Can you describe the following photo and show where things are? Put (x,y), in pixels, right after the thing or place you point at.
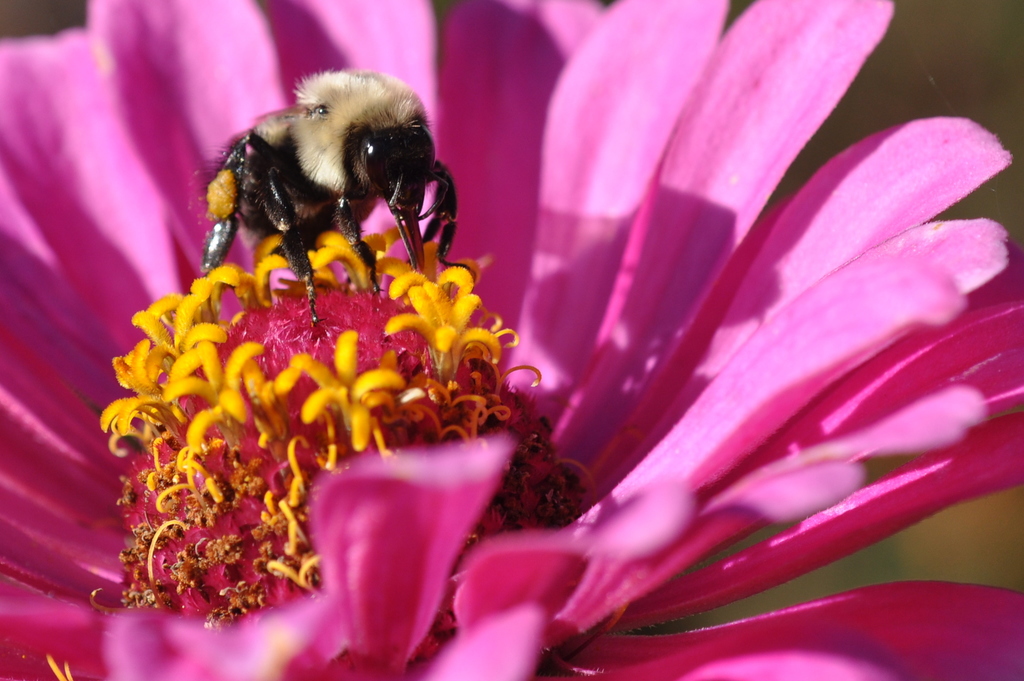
In this image I can see an insect (337,128) which is cream, black and orange in color on a flower (317,296) which is yellow and pink in color. I can see the blurry background (988,518).
